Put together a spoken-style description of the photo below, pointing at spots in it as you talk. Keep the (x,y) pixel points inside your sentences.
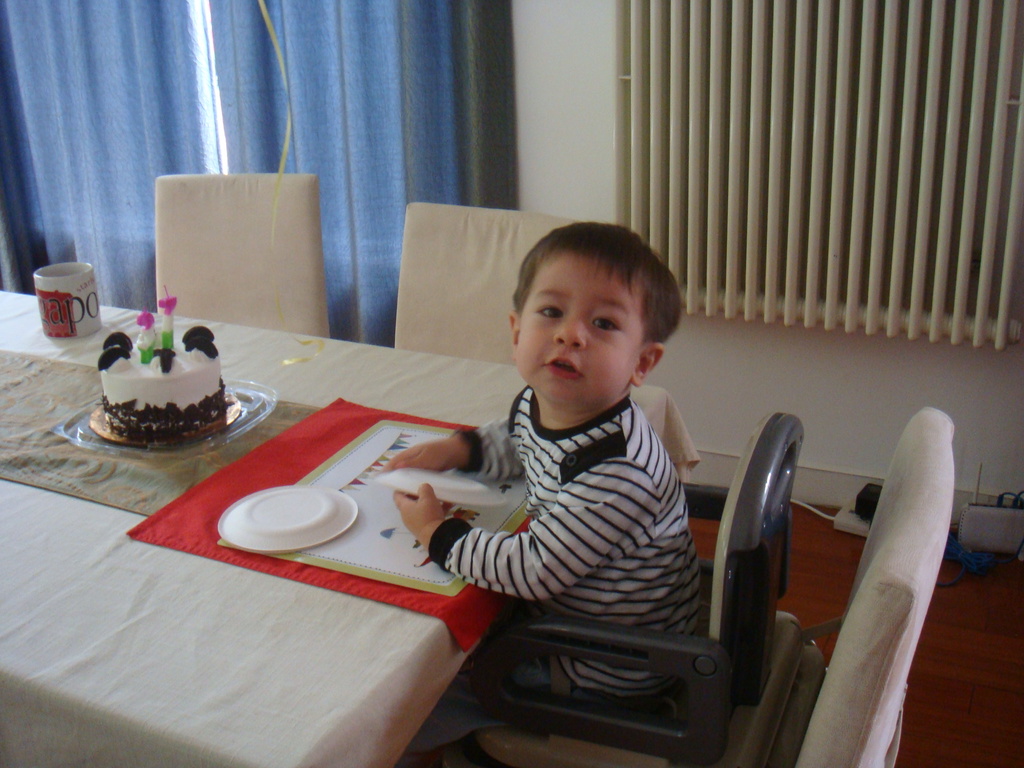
The image is inside the room (736,395). In the image there is a boy (652,492) sitting on chair (643,643) in front of a table (389,628), on table (264,629) we can see a cloth (272,640), plate (392,481), cake (195,380) in a tray (170,449), cup (85,320) in background (112,291) there are curtains (401,132) and windows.
